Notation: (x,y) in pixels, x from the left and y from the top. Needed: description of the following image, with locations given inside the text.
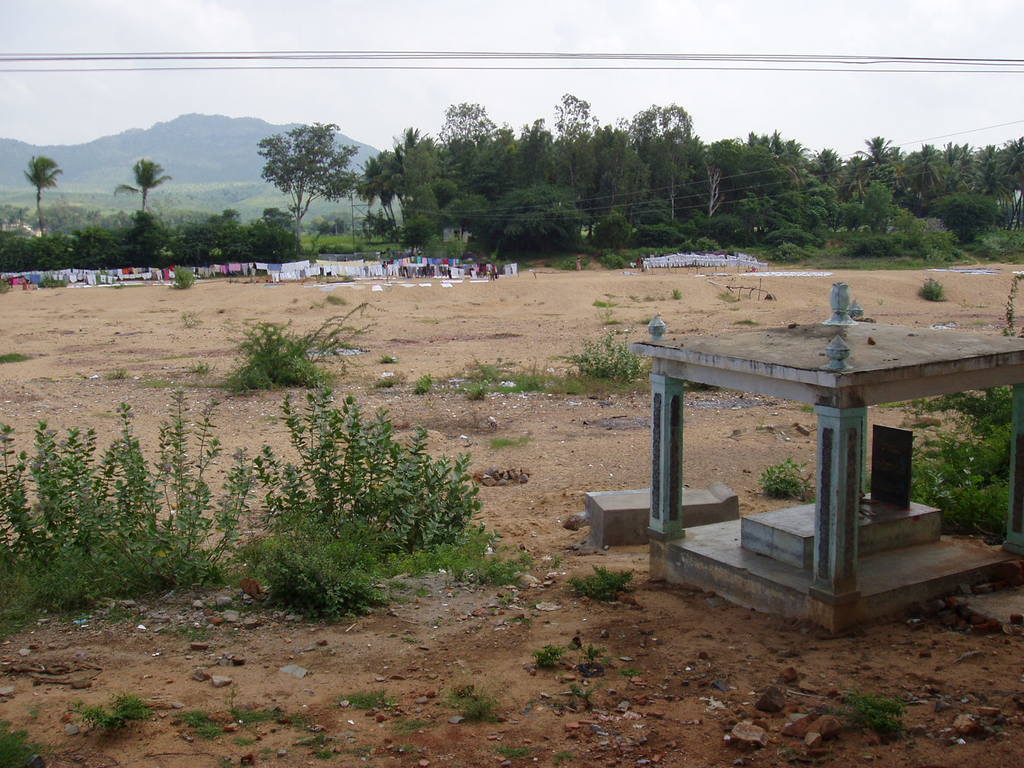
In this image, this looks like a burial ground (863,560). These are the plants (346,520) and the trees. In the background (38,150), I can see a hill (288,126). I think these are the current wires (711,68) hanging. I can see the clothes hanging to the rope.
